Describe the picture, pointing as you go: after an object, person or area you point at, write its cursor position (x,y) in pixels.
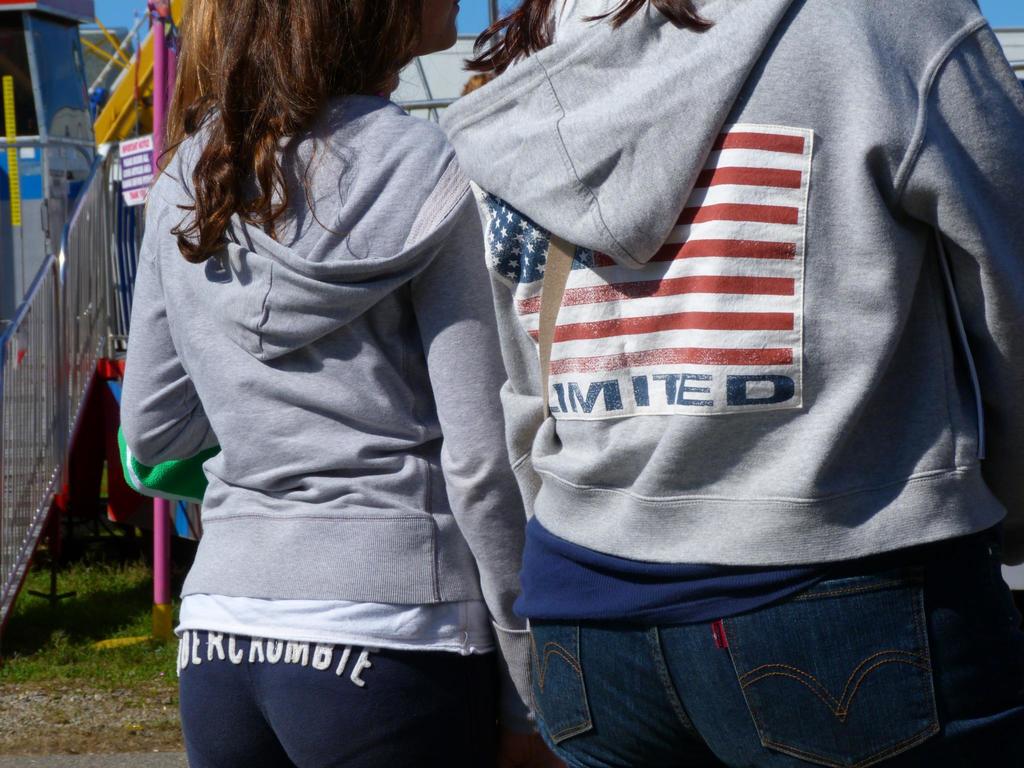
There are two people (380,441) standing. They wore jerkins (330,436) and trousers (886,699). These are the stairs (22,475). I think this is a pole (153,62). Here is the grass (98,634).
